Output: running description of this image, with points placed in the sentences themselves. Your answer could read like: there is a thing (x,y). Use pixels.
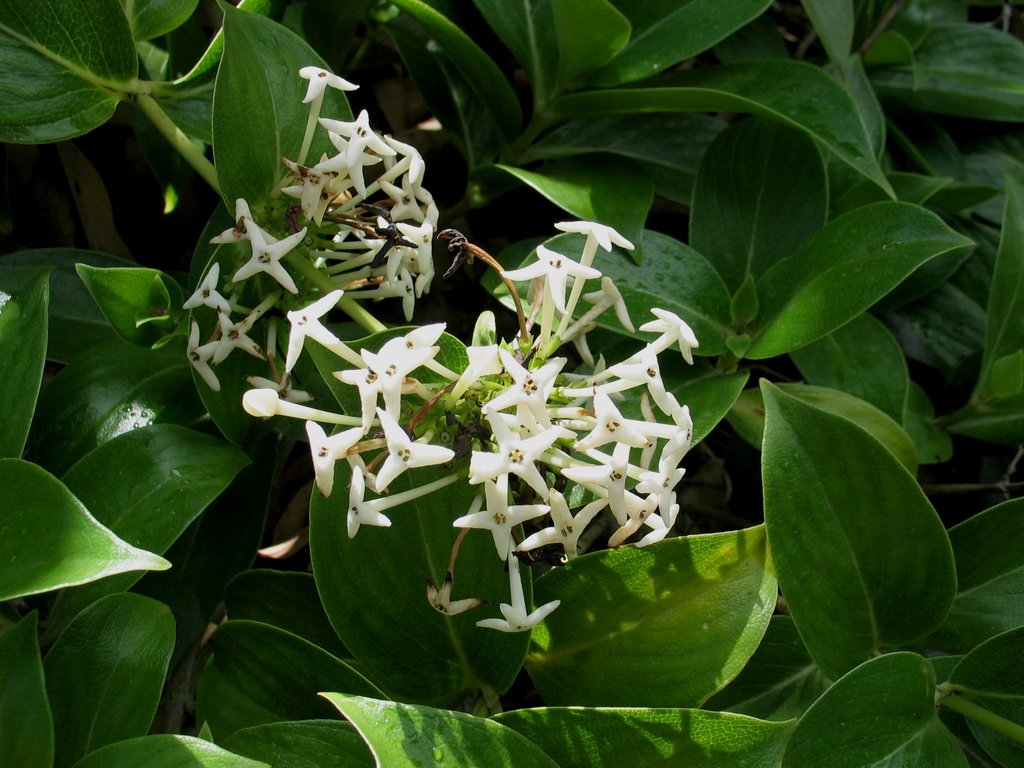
In this image there is a plant (553,440) with white color flowers (417,244).
